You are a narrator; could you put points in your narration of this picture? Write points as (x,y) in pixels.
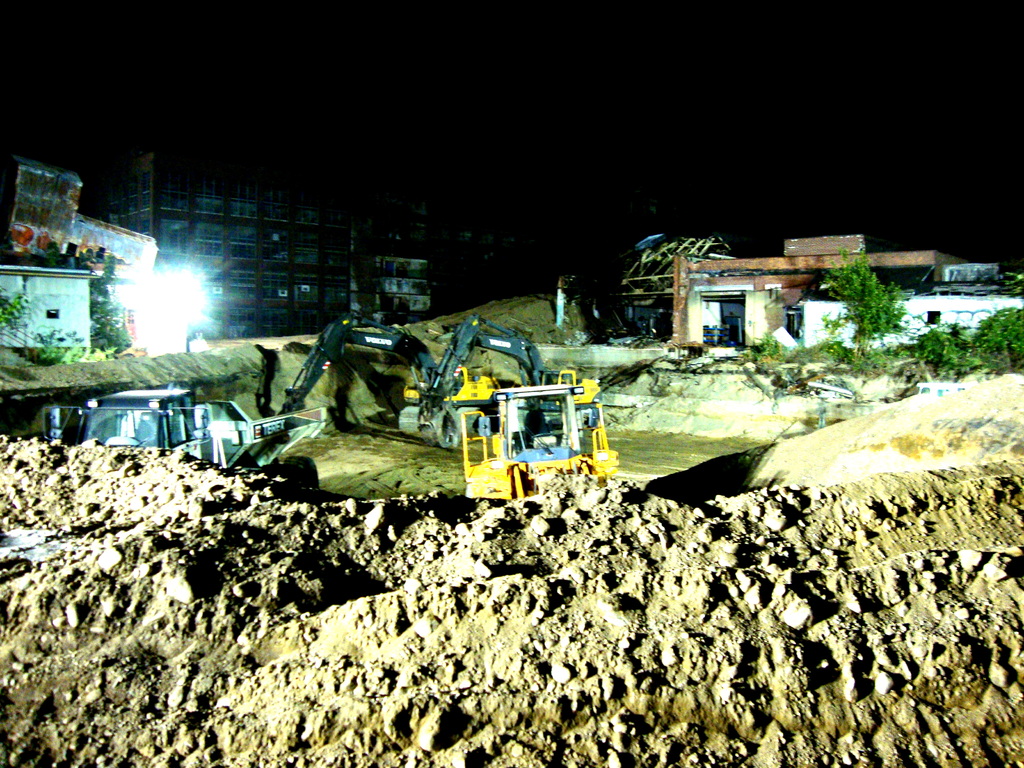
In this picture there are few machines (439,427) and there is sand (767,437) around it and there are few plants (961,340) and a small building (967,324) in the right corner (923,320) and there is a light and a building (346,258) in the background (384,247).
